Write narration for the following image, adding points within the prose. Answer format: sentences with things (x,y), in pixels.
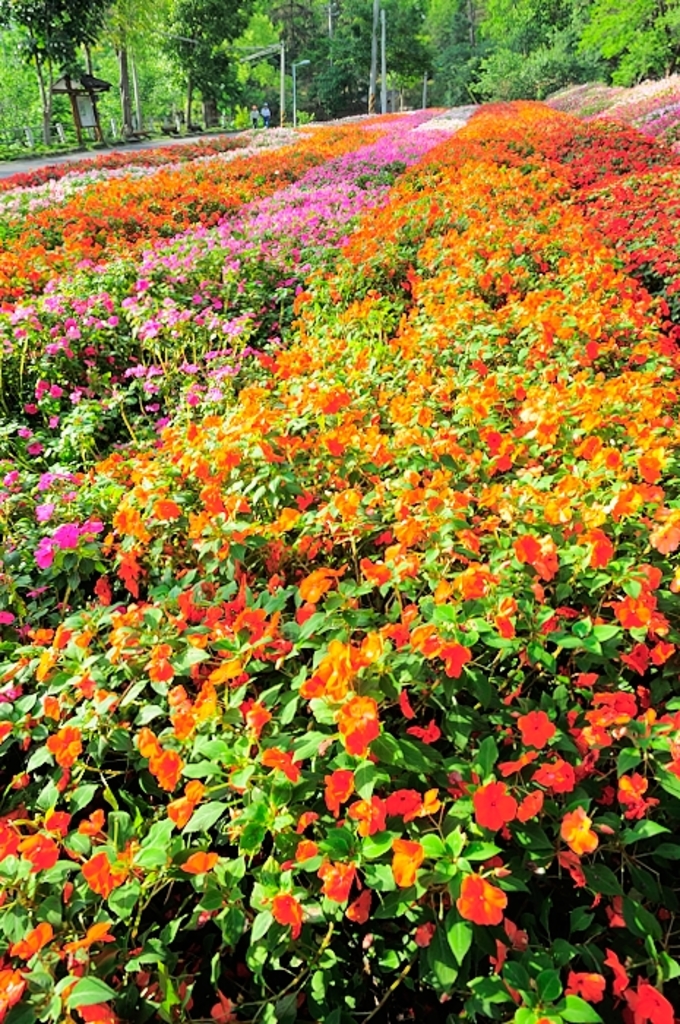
These are the plants (247,192) with the colorful plants (377,239). In the background (42,45), I can see the trees (364,39) and the poles (375,97).
